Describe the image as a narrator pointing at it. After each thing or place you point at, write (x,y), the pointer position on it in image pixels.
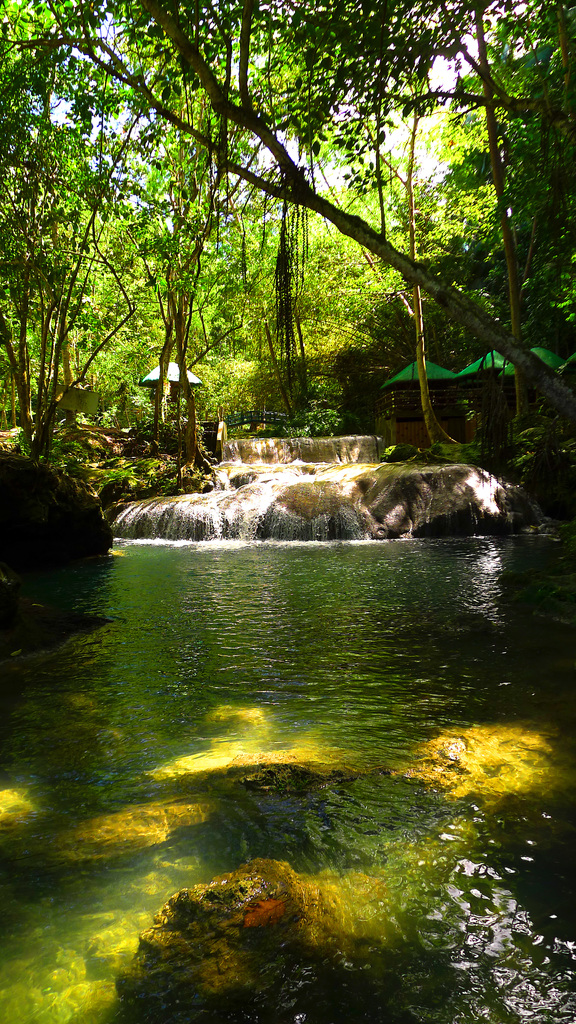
This looks like a forest area (422,246). In this picture we can see the trees (475,153), rocks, waterfall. We can see railings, objects (540,355) and the water (325,884).
